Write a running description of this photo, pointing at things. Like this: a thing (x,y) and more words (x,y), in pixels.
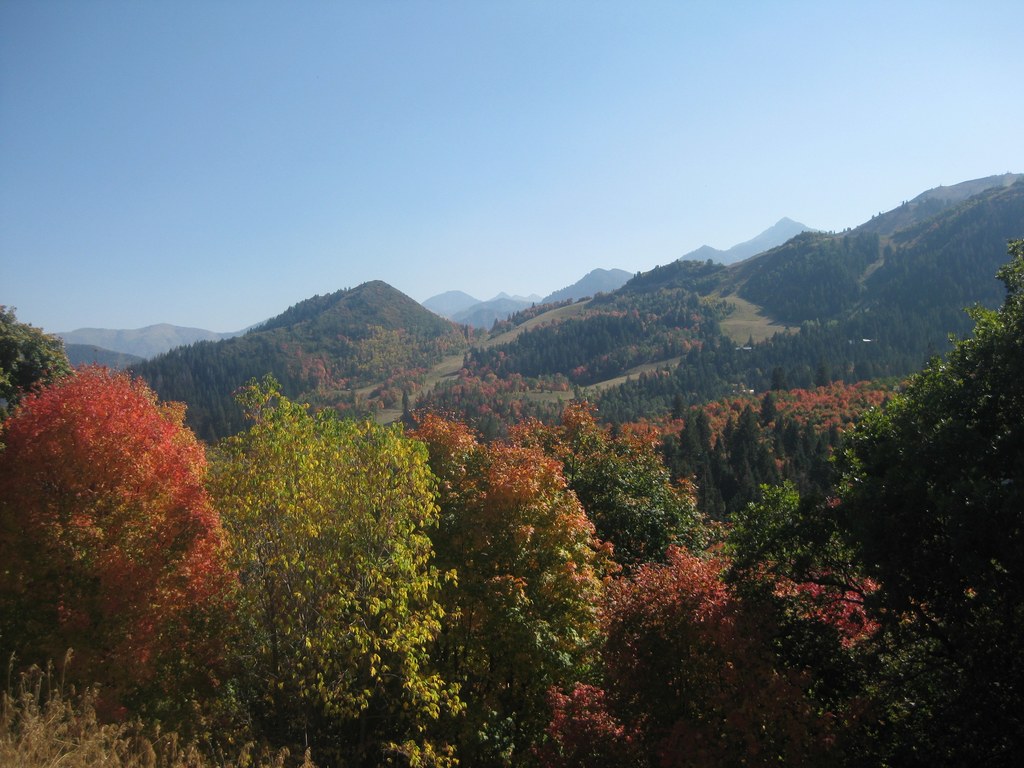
This image is clicked outside. It consists of mountains (685,424) and plants (436,479) along with the sky (410,96). At the top (267,199), there is a sky (309,183).
